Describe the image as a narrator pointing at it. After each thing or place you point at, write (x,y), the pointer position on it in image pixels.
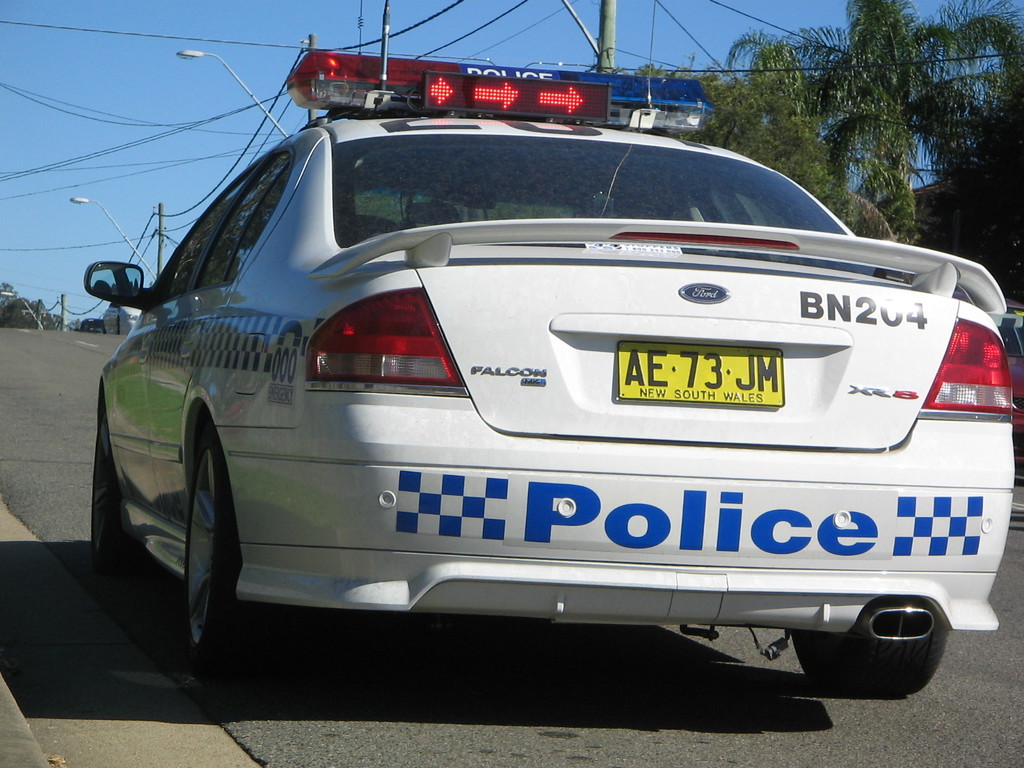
Here I can see a white color car (188,459) on the road (462,729). In the background (775,107), I can see few poles (613,35) and trees (906,136). At the top of the image (101,62) I can see the sky (98,73).
